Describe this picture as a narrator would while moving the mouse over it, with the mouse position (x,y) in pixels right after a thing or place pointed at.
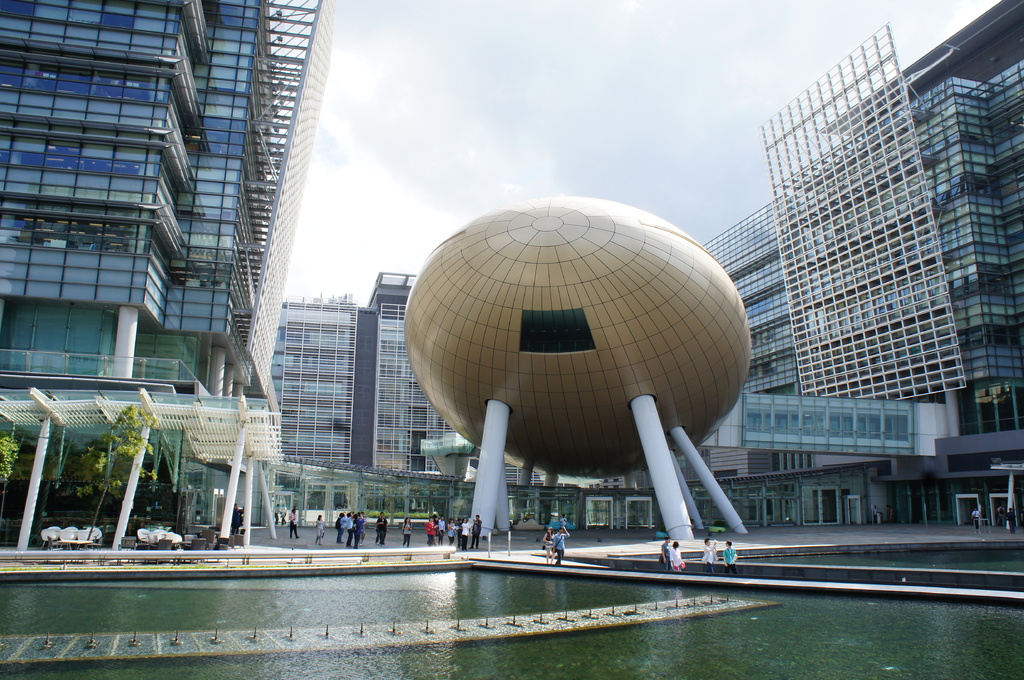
This is water (672,640) and there are few persons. Here we can see poles (226,517), trees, and buildings (911,226). There is an object (720,298) which is in circular shape. In the background (557,140) there is sky (660,90).
